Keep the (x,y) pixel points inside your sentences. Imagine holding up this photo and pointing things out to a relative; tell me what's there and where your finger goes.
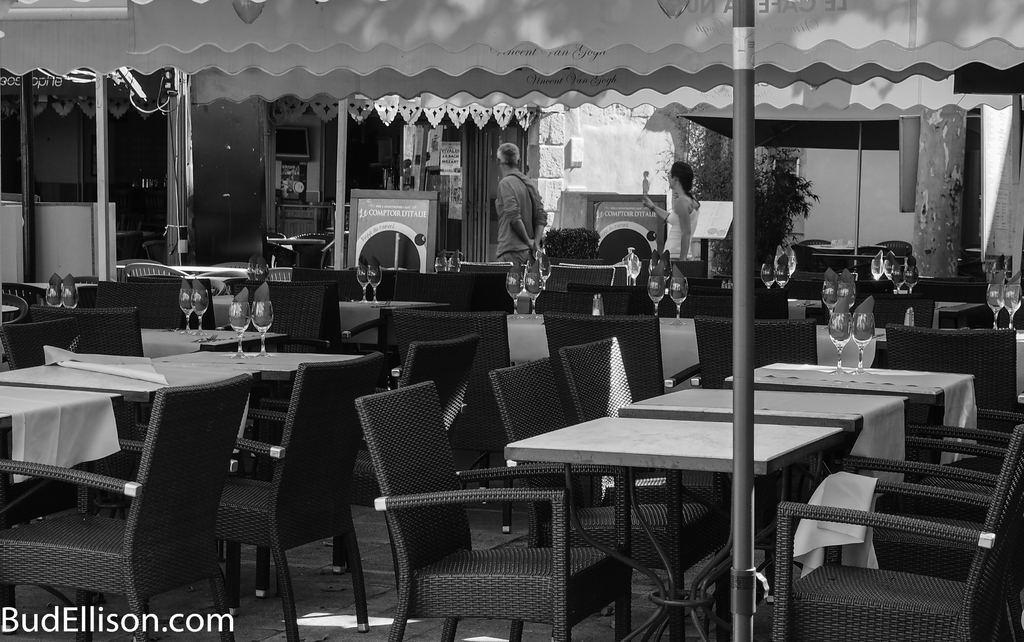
In this image we can see a few tables (141,337) with chairs (385,397) arrangement. Here we can see two persons (509,142) who are walking and they are on the top center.
